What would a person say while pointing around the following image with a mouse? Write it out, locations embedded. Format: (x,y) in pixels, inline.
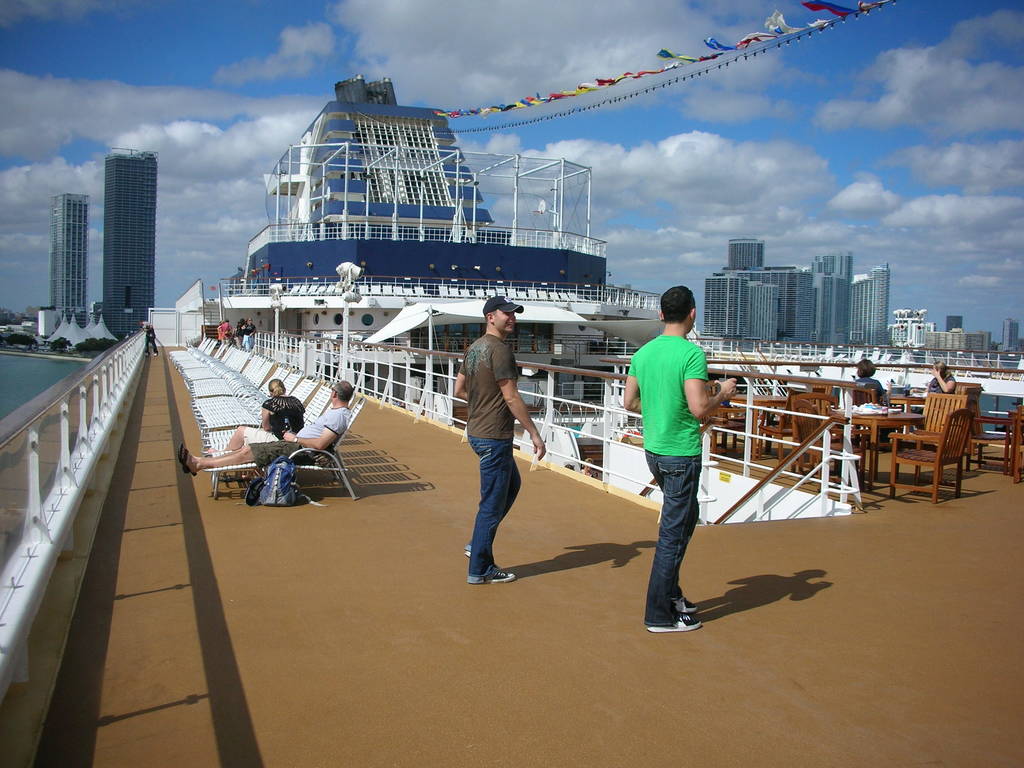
In this image I can see a two people (516,488) standing and few people (272,419) are sitting. I can see bag (293,478), plank bed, chairs (921,435) and tables (895,423) on the floor (778,633). Back I can see a ship (361,321), poles (275,299) and a flag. I can see buildings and trees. The sky (208,93) is in blue and white color.
